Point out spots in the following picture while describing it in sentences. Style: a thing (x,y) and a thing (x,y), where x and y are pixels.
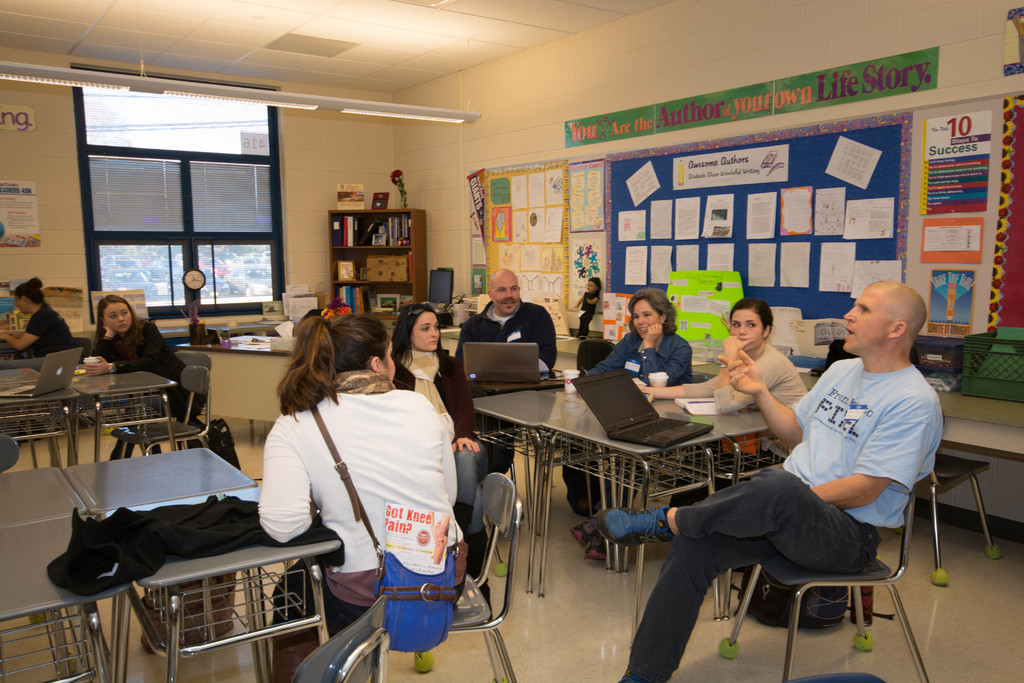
In this picture we can see some persons (352,618) are sitting on the chairs (338,659). These are the tables (6,414). On the table (571,442) there are laptops (62,382). This is floor (545,648). On the background (512,246) there is a wall (440,213) and this is board (846,186). These are the posters (955,181) and there is a window (156,193).
